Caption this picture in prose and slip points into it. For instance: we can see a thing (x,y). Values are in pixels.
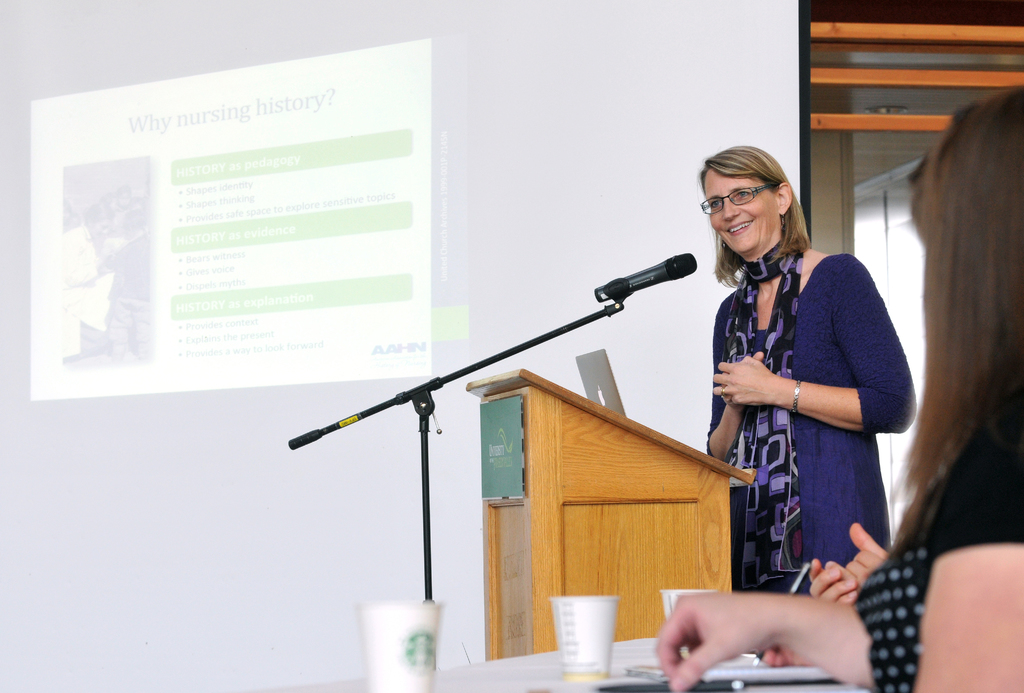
In this picture we can see a woman (822,398) wearing a blue dress (809,458) standing near the wooden speech desk (639,503) and smiling. Behind there is a white projector screen (313,390). In the front (940,493) bottom side we can see a girl (782,648) sitting and looking at her.
